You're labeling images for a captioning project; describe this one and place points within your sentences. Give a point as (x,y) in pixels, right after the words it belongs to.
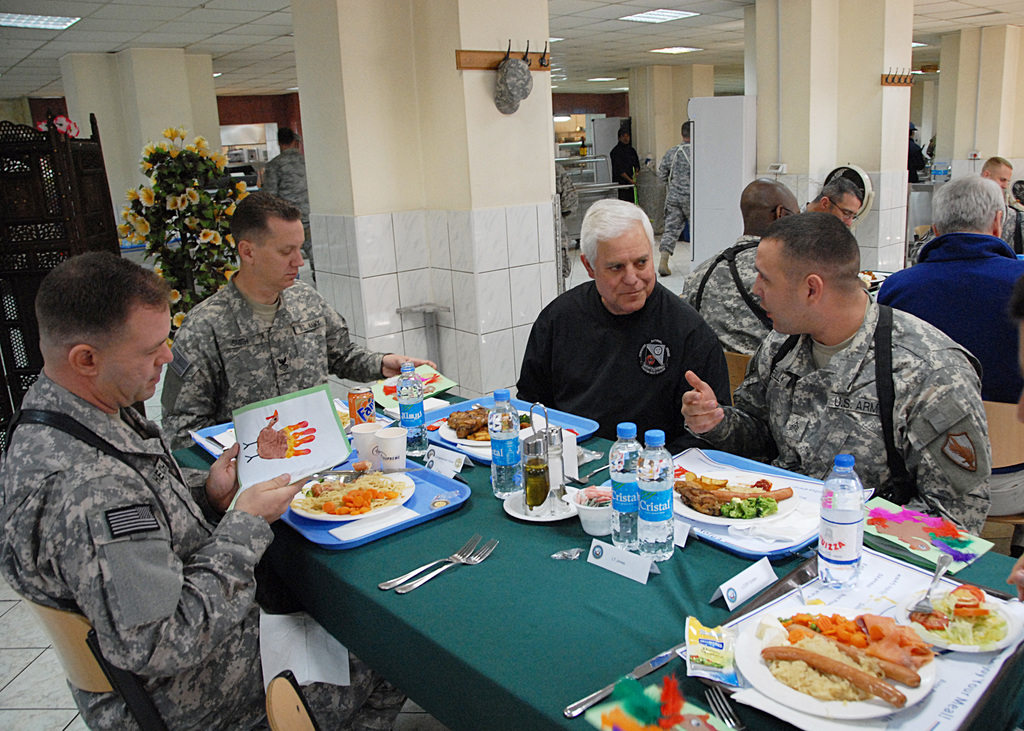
In this image we can see people (1009,333) sitting. There is a table (460,662) and there are plates (383,484), bottles (664,455), glasses (378,454), tin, forks (478,548), knife (650,659) and some food (821,641) placed on the table (726,654). In the background (476,87) there is a wall (538,232) and we can see lights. We can see a stand (51,270) and there is a flower vase (222,277).
